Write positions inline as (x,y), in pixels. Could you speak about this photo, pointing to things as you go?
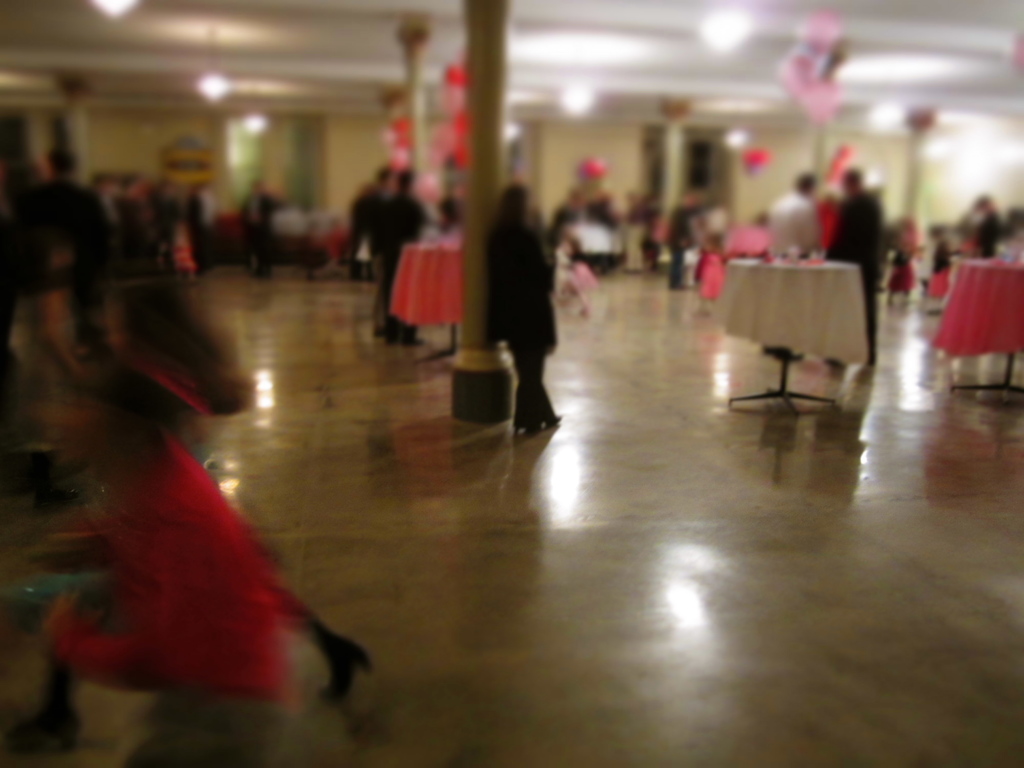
In this image there are persons (806,207) standing, there are tables (735,324), there are clothes (428,280) on the tables (793,298), there are objects (768,252) on the table (786,356), there is a table (959,310) truncated towards the right of the image (971,285), there is a person (170,494) walking, there are pillars (489,149), there is the wall (161,159), there is roof (541,55) truncated towards the top of the image (123,39), there are lights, there is a light (121,12) truncated towards the top of the image (102,8), the background of the image (171,27) is blurred.
